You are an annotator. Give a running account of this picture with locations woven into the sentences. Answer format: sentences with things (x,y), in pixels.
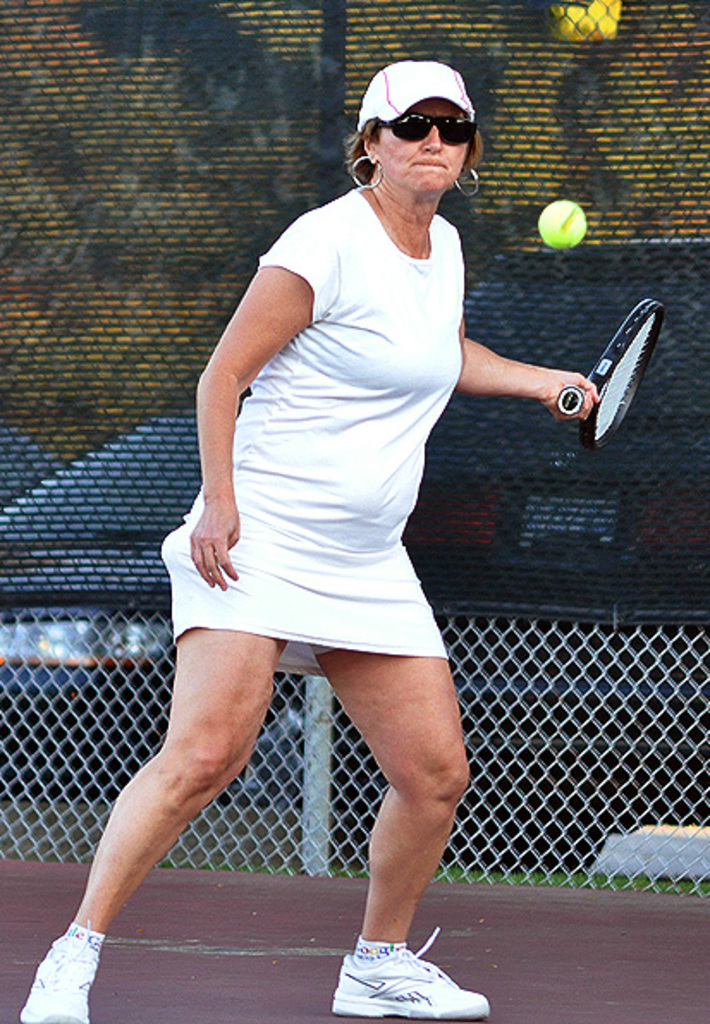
in this image i can see a woman (361,448) playing tennis, holding a tennis bat (604,379). behind her there is fencing (147,323).
